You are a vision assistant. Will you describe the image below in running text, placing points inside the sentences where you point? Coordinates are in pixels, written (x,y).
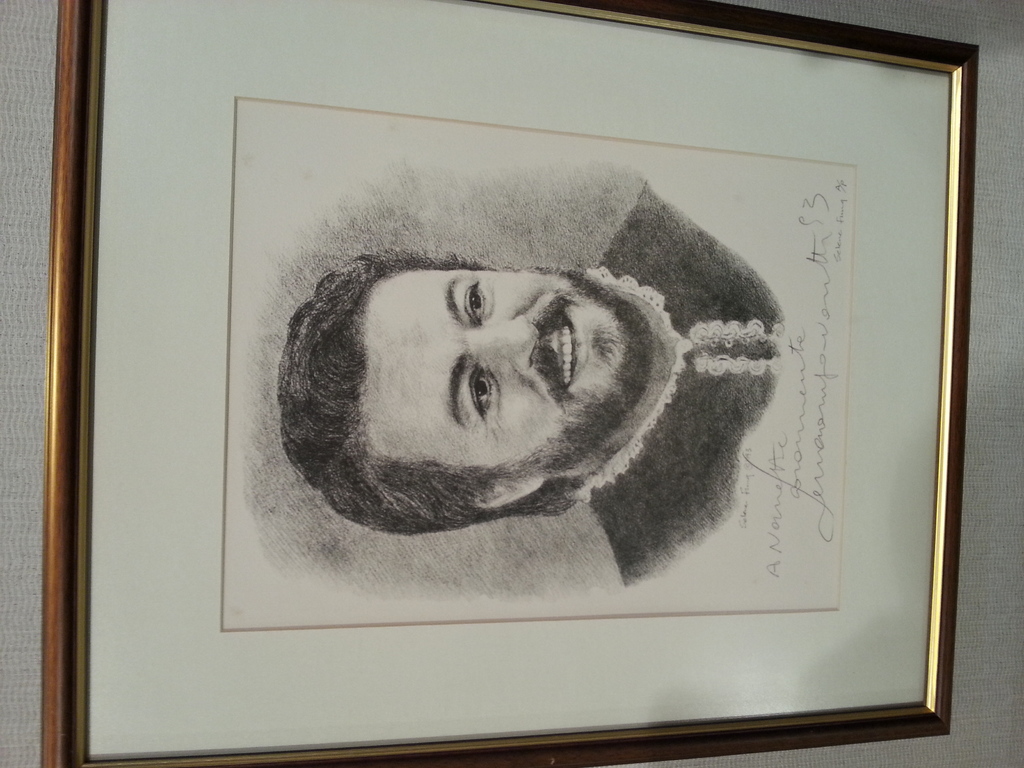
In this picture we can see a photo frame (914,726), we can see a sketch (606,557) of a person (603,445) and handwritten text (811,410) here.
